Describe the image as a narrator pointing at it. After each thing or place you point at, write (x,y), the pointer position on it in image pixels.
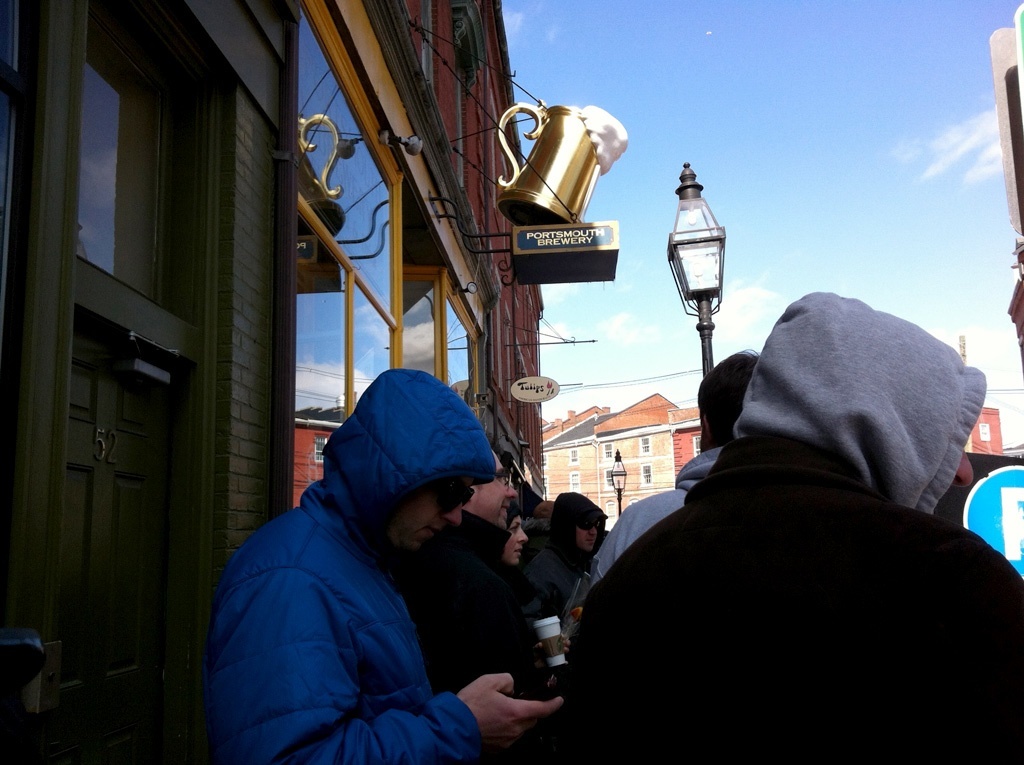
In this picture we can observe some people (436,571). We can observe a person (377,683) wearing a blue color hoodie (375,532). There are men (697,544) and women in this picture. We can observe a light (679,246) fixed to the black color pole (701,304). There are buildings (646,479). In the background (795,205) there is a sky (795,205) with some clouds (735,282).
